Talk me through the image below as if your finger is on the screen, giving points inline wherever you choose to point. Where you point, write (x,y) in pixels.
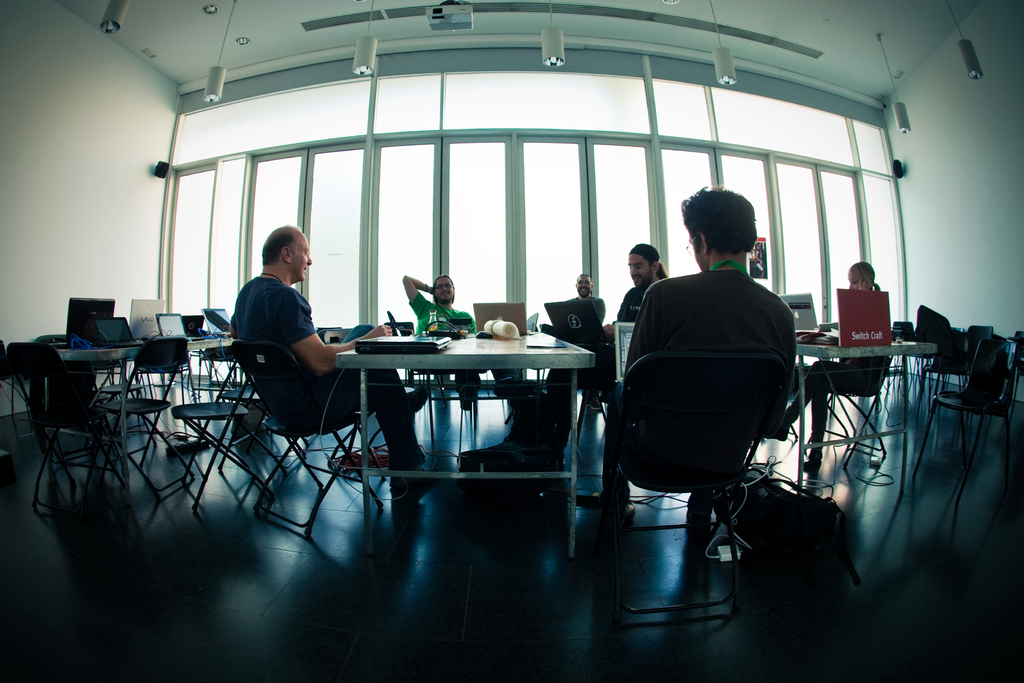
In this picture we can see six people (718,343) sitting on chair (271,359) and in front of them there is table (451,364) and on table (451,364) we can see laptop (502,309), cloth (493,324), book (561,344) and in background (440,186) we can see windows (496,186), lights (374,52), projector (449,26).
